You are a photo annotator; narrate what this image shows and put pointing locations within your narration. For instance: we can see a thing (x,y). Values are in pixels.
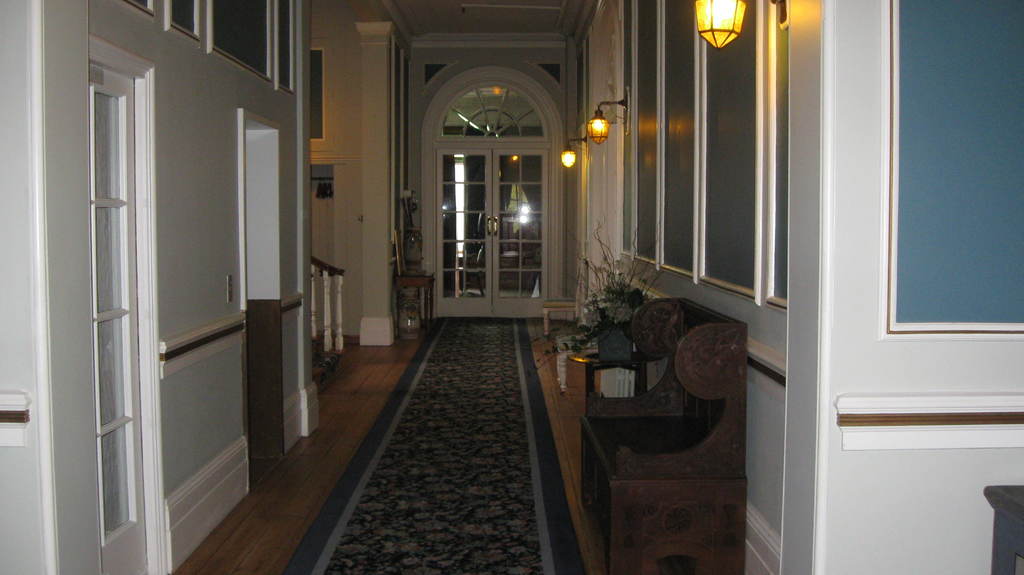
In this picture I can see inner view of a building (353,176) and I can see few lights (572,155) and I can see a wooden chair (651,475) and a carpet (522,450) on the floor (272,516) and I can see a glass door (478,218) and looks like a table (1016,531) at the bottom right corner of the picture (1008,518).
